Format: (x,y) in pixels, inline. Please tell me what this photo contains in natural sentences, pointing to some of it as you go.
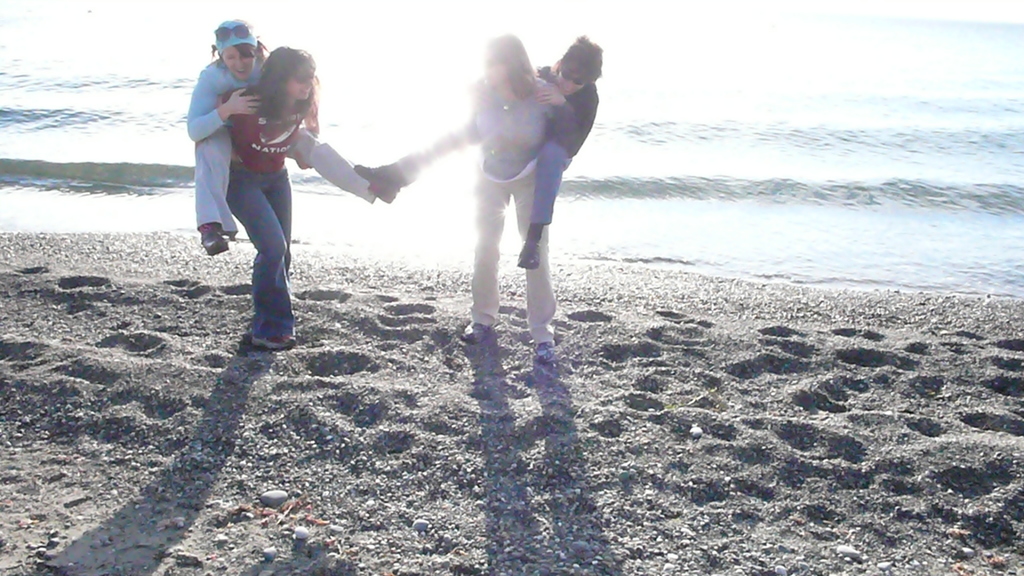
In this picture there are people (476,328) and we can see water (701,196), sand (390,517) and stones (409,539).
